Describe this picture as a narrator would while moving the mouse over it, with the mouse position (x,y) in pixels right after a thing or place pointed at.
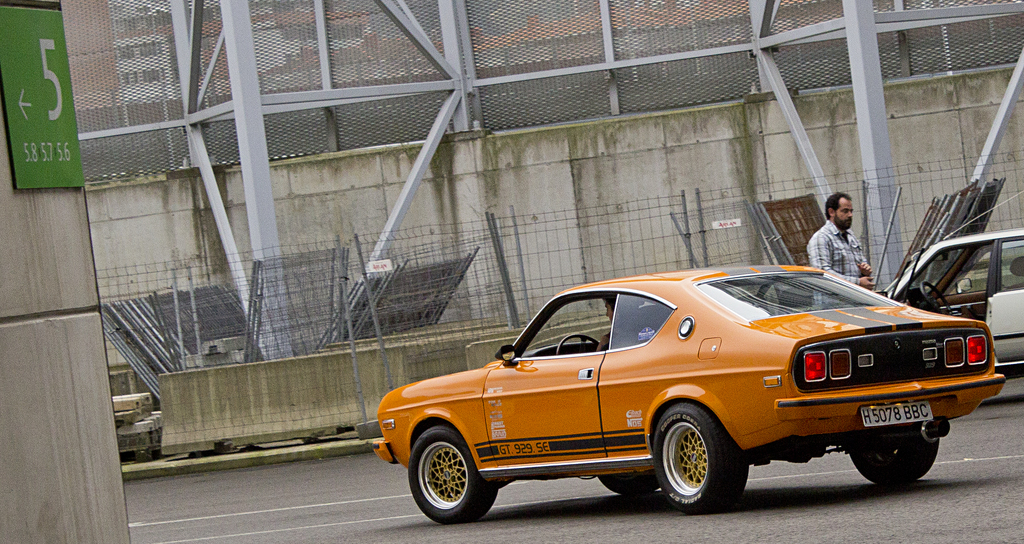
In this image I can see two persons (608,300) and two cars (546,376). Behind the cars (541,371) there is a wall (461,187) with some iron metal (190,130) attached to it with a net (165,69). In front of the wall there are some rods (135,367) placed on the surface (190,467) and on the left side of the image (69,204) there is a wall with some text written on it.
